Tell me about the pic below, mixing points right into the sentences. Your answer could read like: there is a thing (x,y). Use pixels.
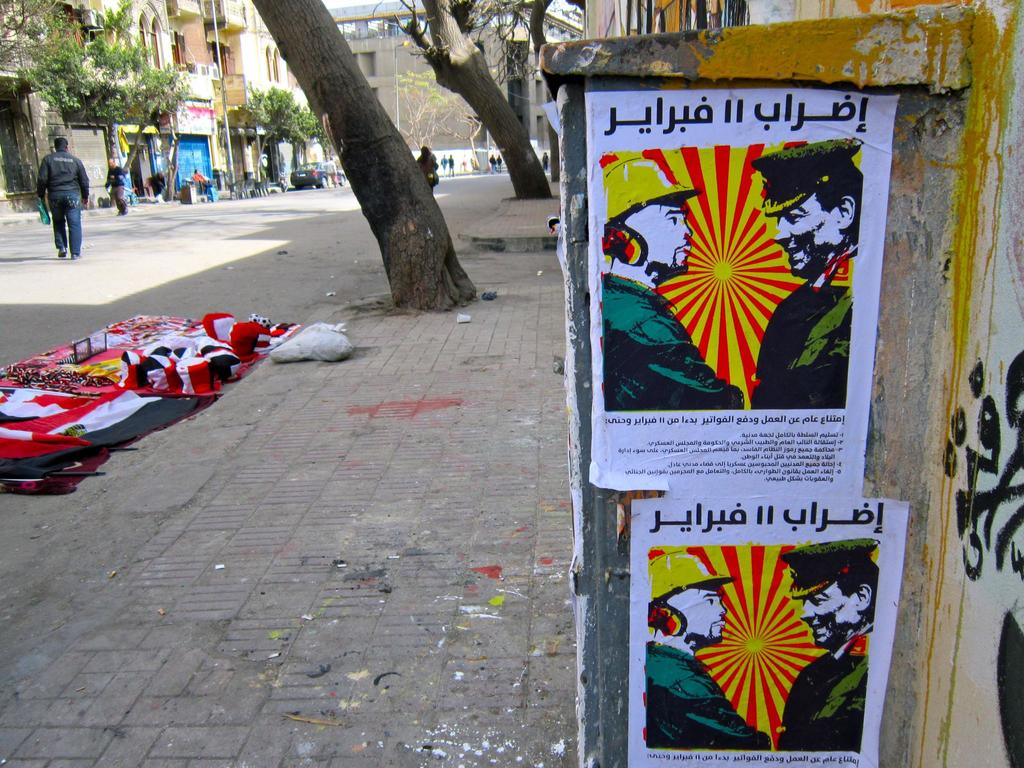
In this image there are people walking on the road (334,208). There is a car (312,185). There are clothes (203,328) on the road (172,457). On the right side of the image (792,294) there are posters (725,333) attached to the wall (900,339). In the background of the image (410,206) there are poles (395,106), trees (334,86), buildings (381,78).
